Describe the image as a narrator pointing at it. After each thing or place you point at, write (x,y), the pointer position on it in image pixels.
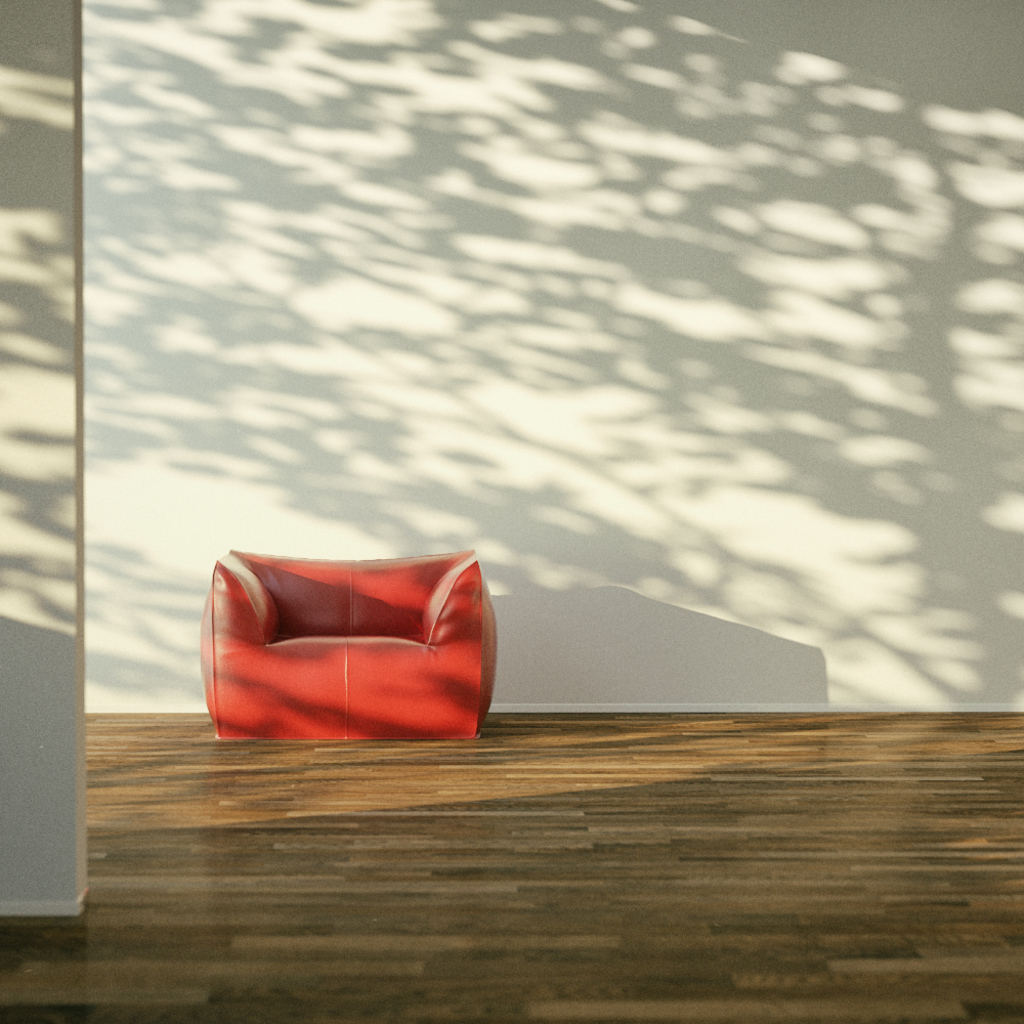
In this picture we can see a sofa (238,643). This is floor (748,728) and there is a wall (620,344).
